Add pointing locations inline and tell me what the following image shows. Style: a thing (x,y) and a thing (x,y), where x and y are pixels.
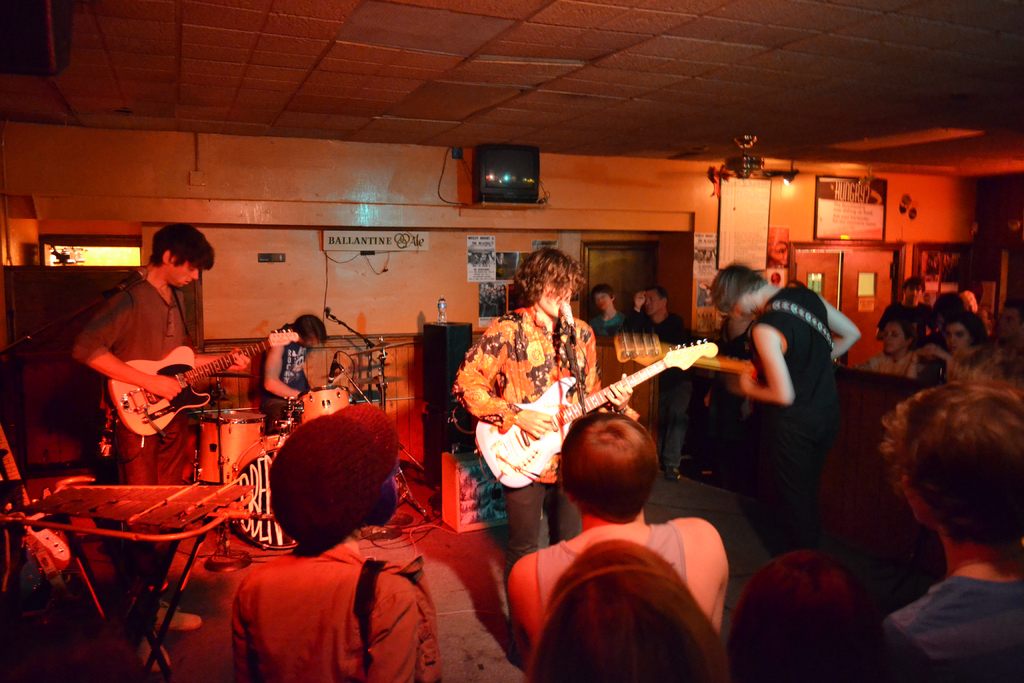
In the center (523,420) we can see three persons (167,320) were standing and holding guitar (537,456), in front there is a microphone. In the bottom (346,582) we can see few persons (979,384) were sitting on the chair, they were audience (791,573). In the background (388,307) there is a wall (388,307), monitor (508,179), board (746,227), papers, water bottle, speaker (456,350), table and few musical instruments (95,500).
